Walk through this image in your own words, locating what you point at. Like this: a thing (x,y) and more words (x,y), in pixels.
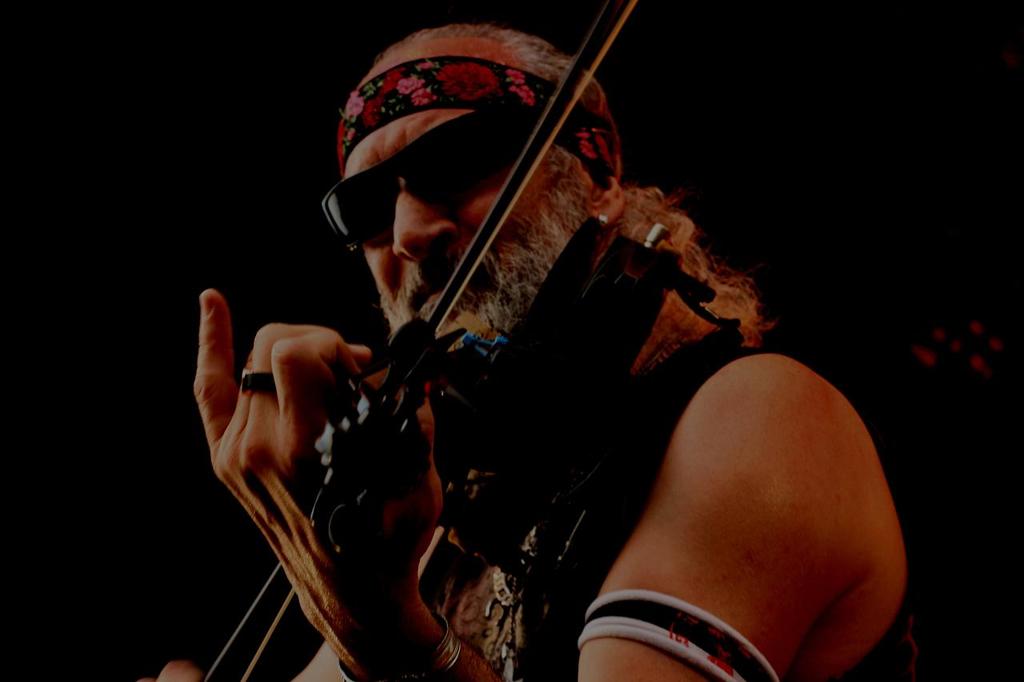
A man (435,166) wearing a headband (430,81) and goggles (477,126) is playing a violin (464,393). He is having a ring (272,379) and bangle (450,647).
